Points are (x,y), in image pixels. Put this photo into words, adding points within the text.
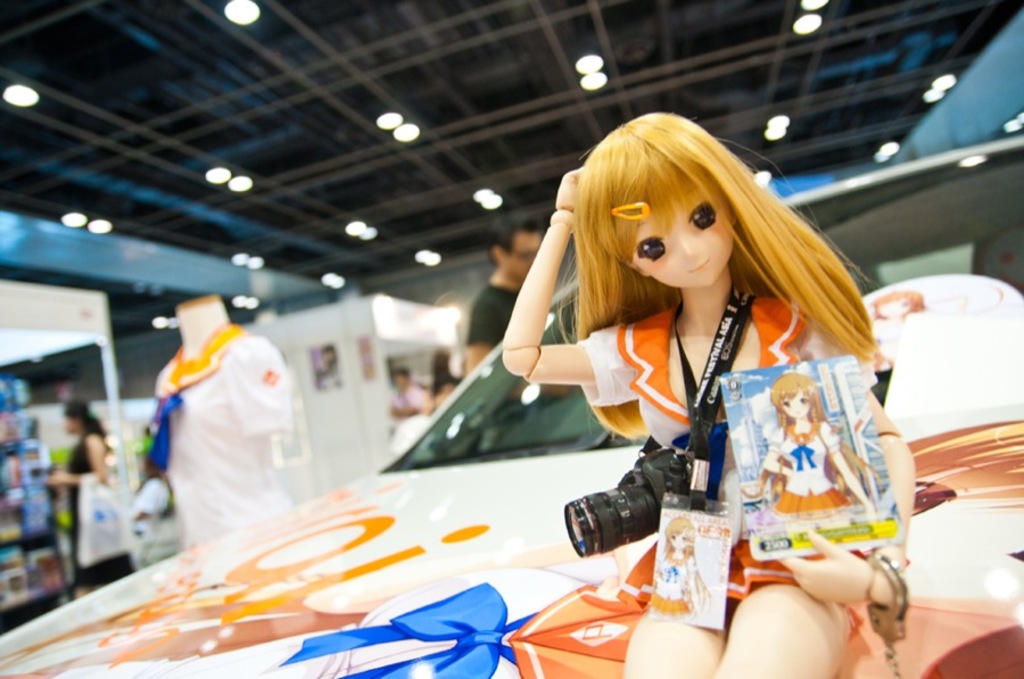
In the middle (555,451) there is a car (449,554) on that car (508,491) there is a toy (749,325) with camera (618,509) and book (779,481). On the left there is a woman (82,467) she wear black dress (76,448). In the middle (481,312) there is a man (500,294) he wear black t shirt (486,316). At the top (593,70) there are many lights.
